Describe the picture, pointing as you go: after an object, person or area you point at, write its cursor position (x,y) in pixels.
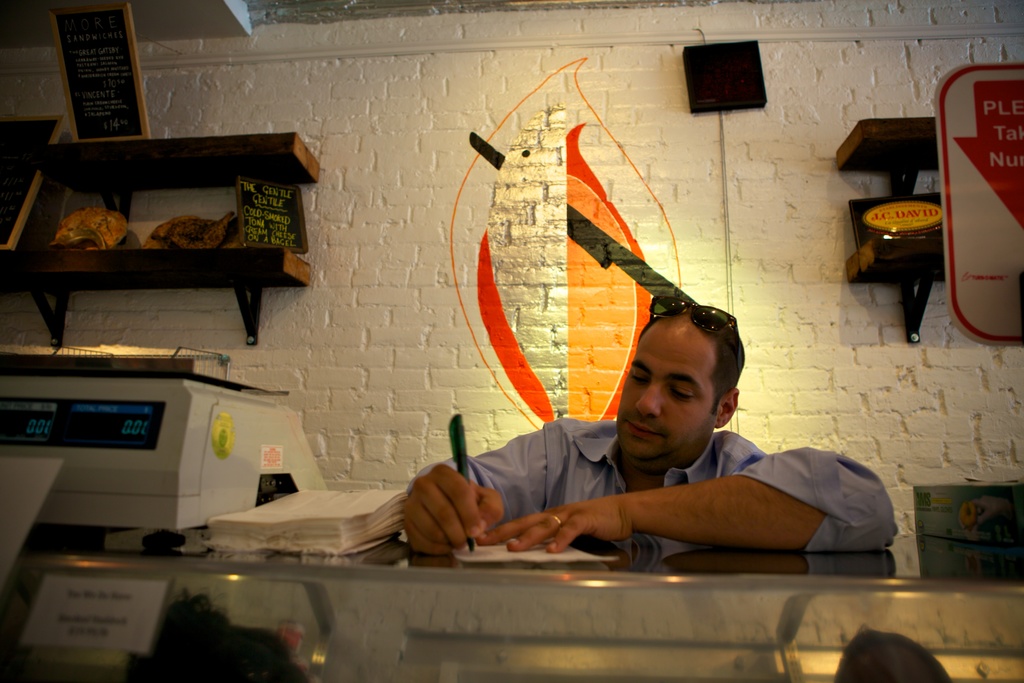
In this image I can see a person (557,465) wearing blue colored dress (573,456) is holding a pen (460,422) in his hand (457,474). I can see the glass object (446,617) on which I can see an electronic device (183,448) and few papers (321,524). In the background (682,139) I can see the wall (694,192), a board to the left side of the image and few objects (294,247) in the racks (302,261) to the wall (166,209).
